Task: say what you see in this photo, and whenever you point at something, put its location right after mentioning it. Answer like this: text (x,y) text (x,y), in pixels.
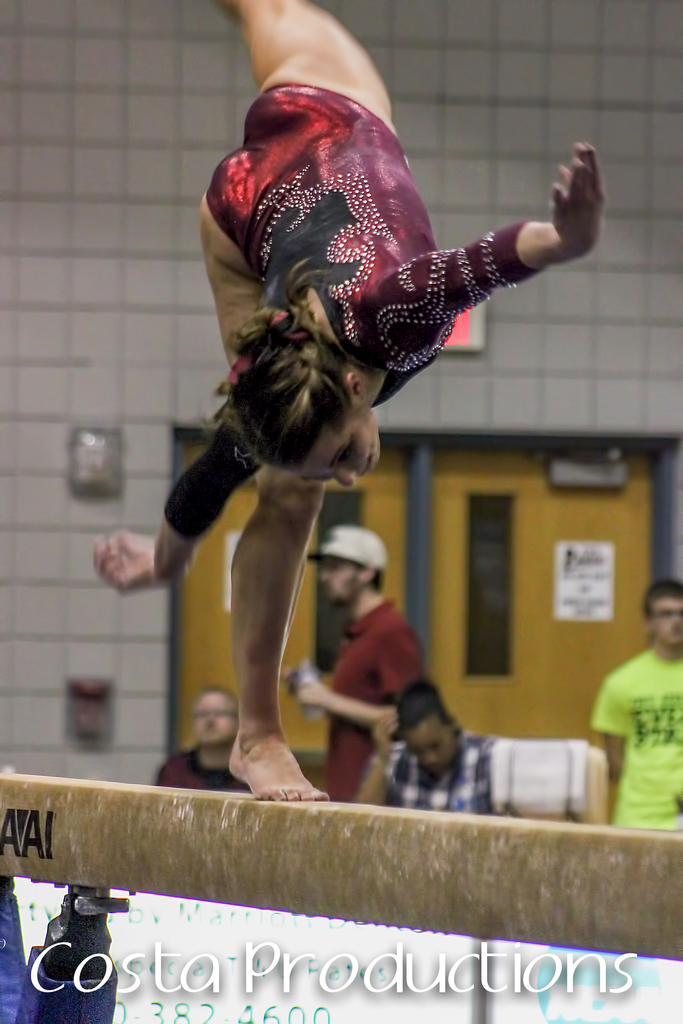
In the given image i can see a lady (260,48) standing on the wooden object (375,831) and behind her i can see a people (670,768), wall (657,426) and some other objects (474,613).
